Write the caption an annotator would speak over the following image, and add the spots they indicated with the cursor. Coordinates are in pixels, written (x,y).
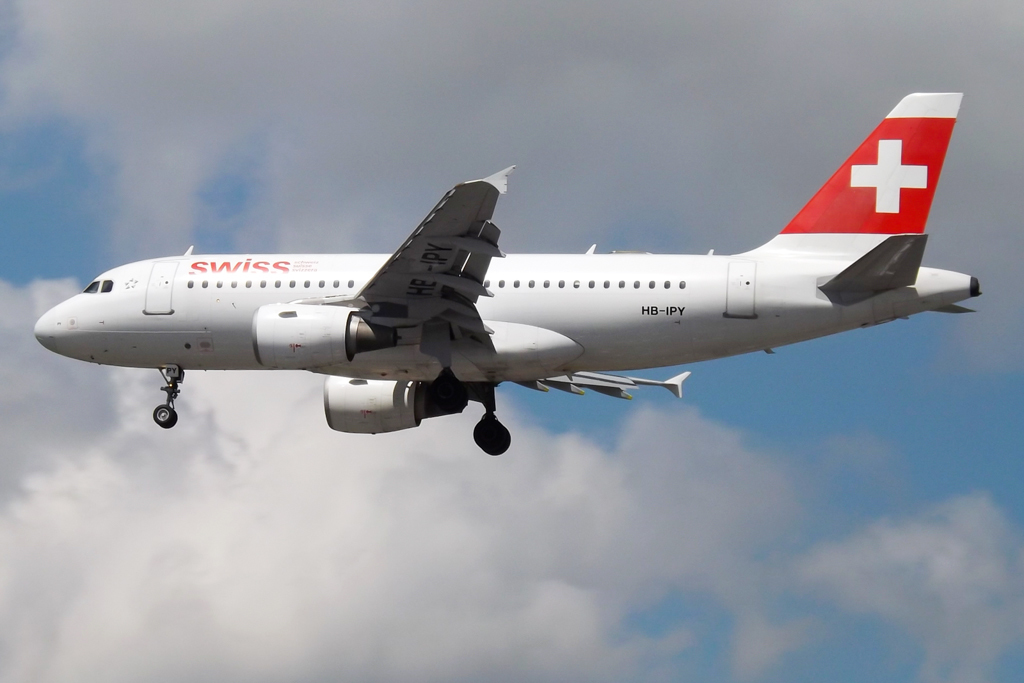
In this picture we can see an airplane (874,198) flying and in the background (488,514) we can see the sky (641,74) with clouds (608,456).
